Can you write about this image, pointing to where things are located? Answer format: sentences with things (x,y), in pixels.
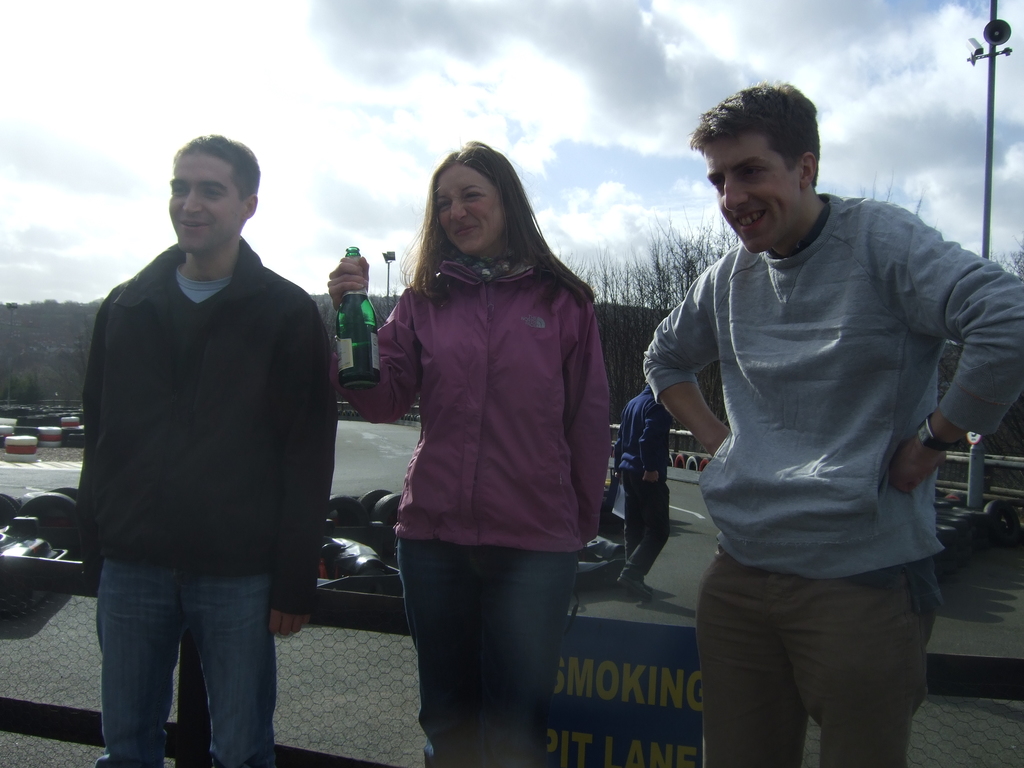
This image contains two persons (754,504) and a woman (435,691) are standing before the fence (309,699). Behind there are few vehicles (606,551) on the road (660,596). A person (663,442) wearing a blue shirt (668,448) is walking on the road (672,590). A woman (527,493) is holding a bottle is wearing a pink jacket (474,366). Left side (52,500) there are few tyres (45,444) on the land (41,452). Behind the persons (582,304) there is a hill (77,323). Top of image (501,101) there is sky (491,51) with some clouds (486,72).
